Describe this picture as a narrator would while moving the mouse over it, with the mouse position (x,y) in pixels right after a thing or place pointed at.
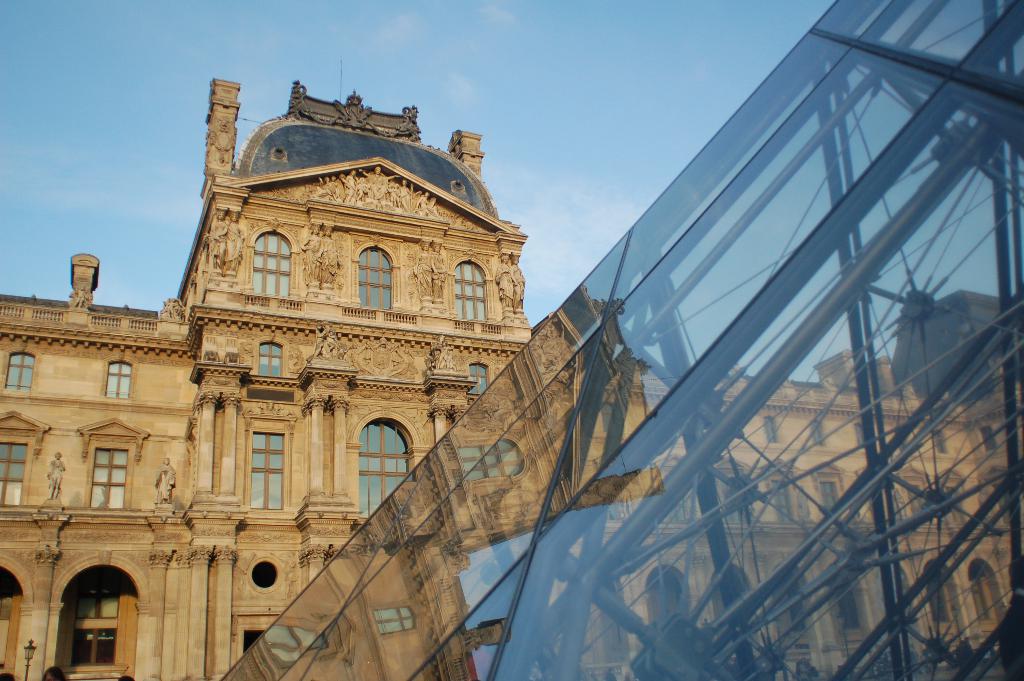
In the picture there is a huge construction (304,324), it is a beautiful building (147,423) with many carvings (332,283) and windows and there is some glass equipment (774,278) in the front (707,571).
